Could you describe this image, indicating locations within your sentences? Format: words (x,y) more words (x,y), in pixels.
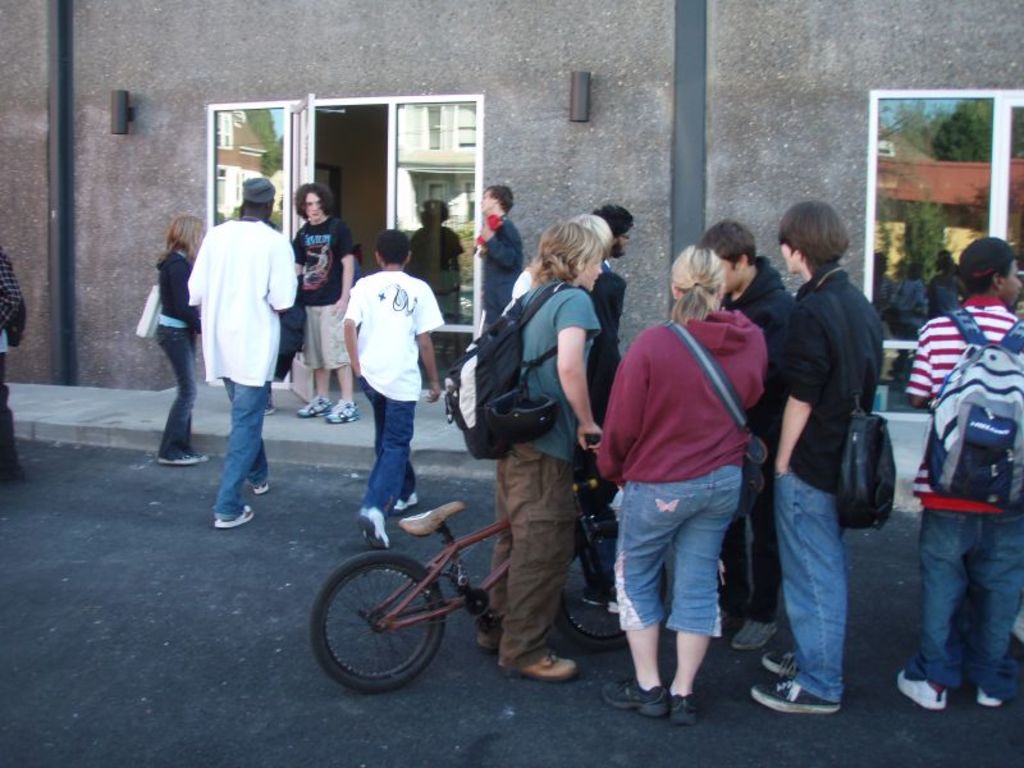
In the image there are few people (948,499) standing on the road (180,519), in the back (545,9) there is a building (357,172) with glass doors (430,217), the person (502,637) in the middle (566,477) is on bicycle (490,527) and wearing a bag (485,429).
